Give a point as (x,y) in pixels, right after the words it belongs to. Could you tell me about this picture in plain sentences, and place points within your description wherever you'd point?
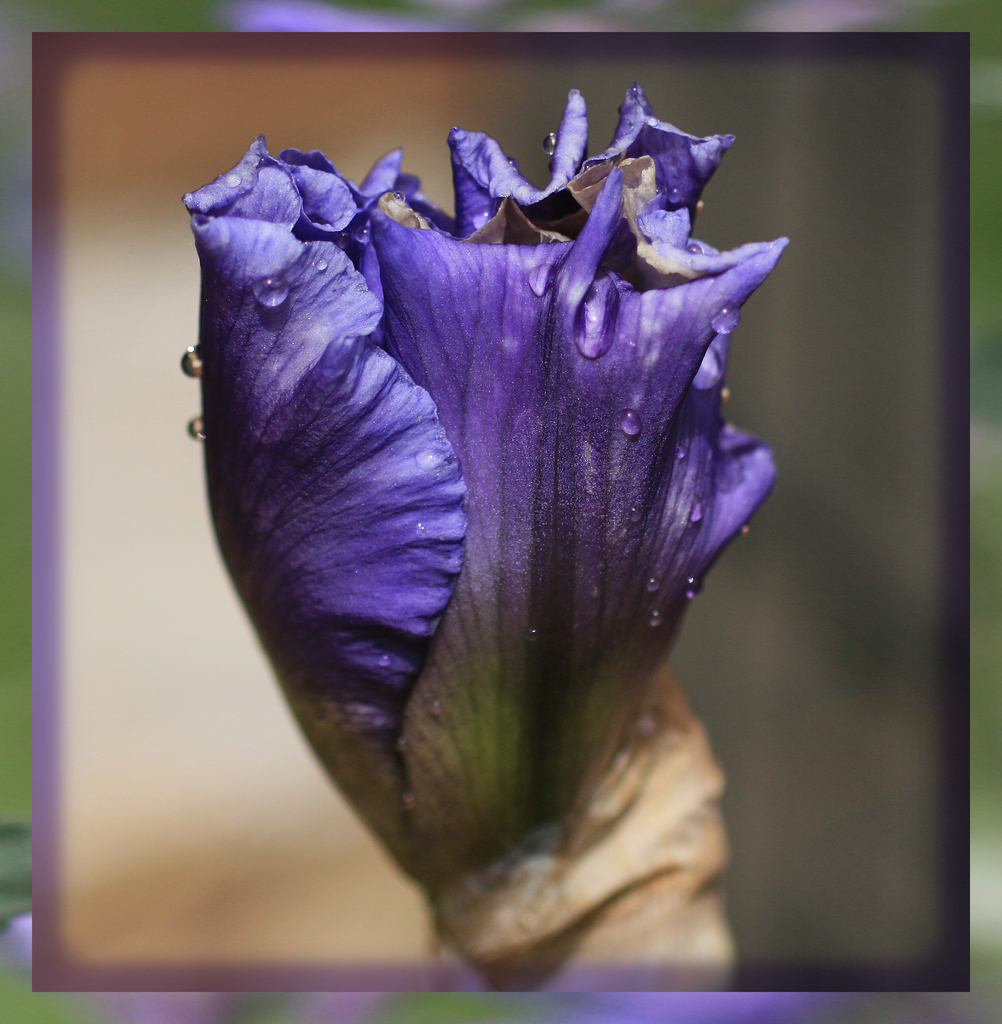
In this image we can see a purple color flower (498,505) and the background (5,621) is blurred.
